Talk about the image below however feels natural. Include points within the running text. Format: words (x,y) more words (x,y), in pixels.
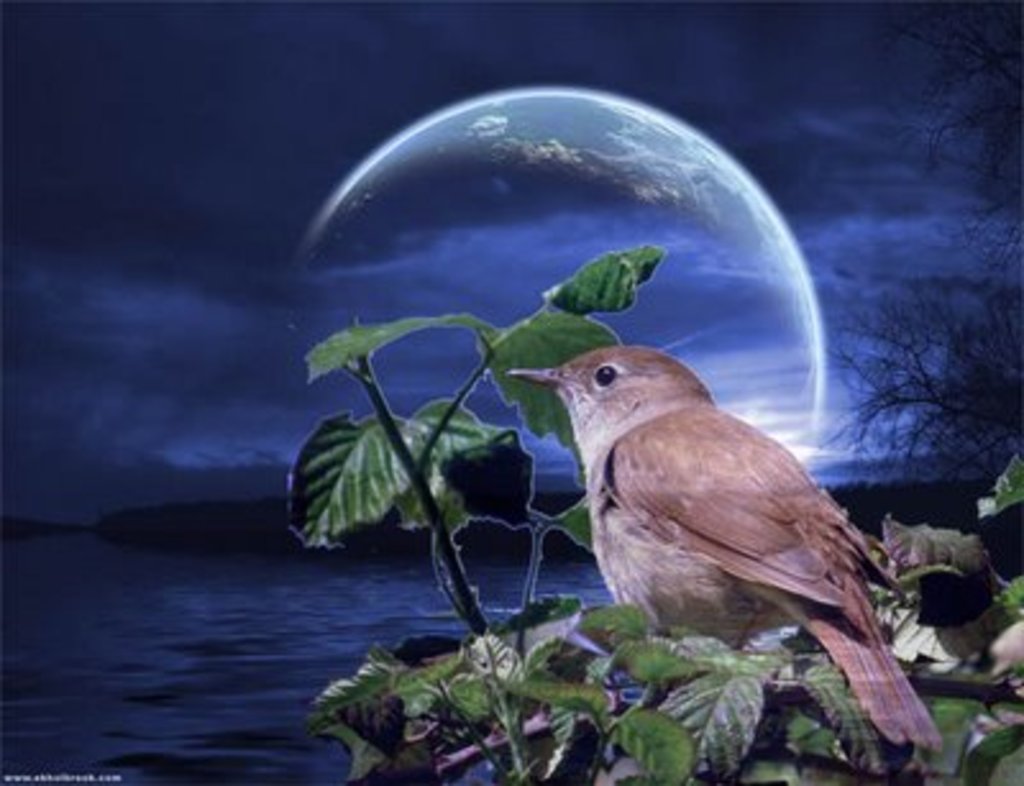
In front of the picture, we see the bird (657,524) is on the tree (709,658). On the right side (944,430), we see the trees (944,430). In the background (235,583), we see water (286,620) and this water (221,584) might be in the lake (324,597). At the top (626,230), we see the sky (276,119) and the moon (728,212). This might be an edited image.
